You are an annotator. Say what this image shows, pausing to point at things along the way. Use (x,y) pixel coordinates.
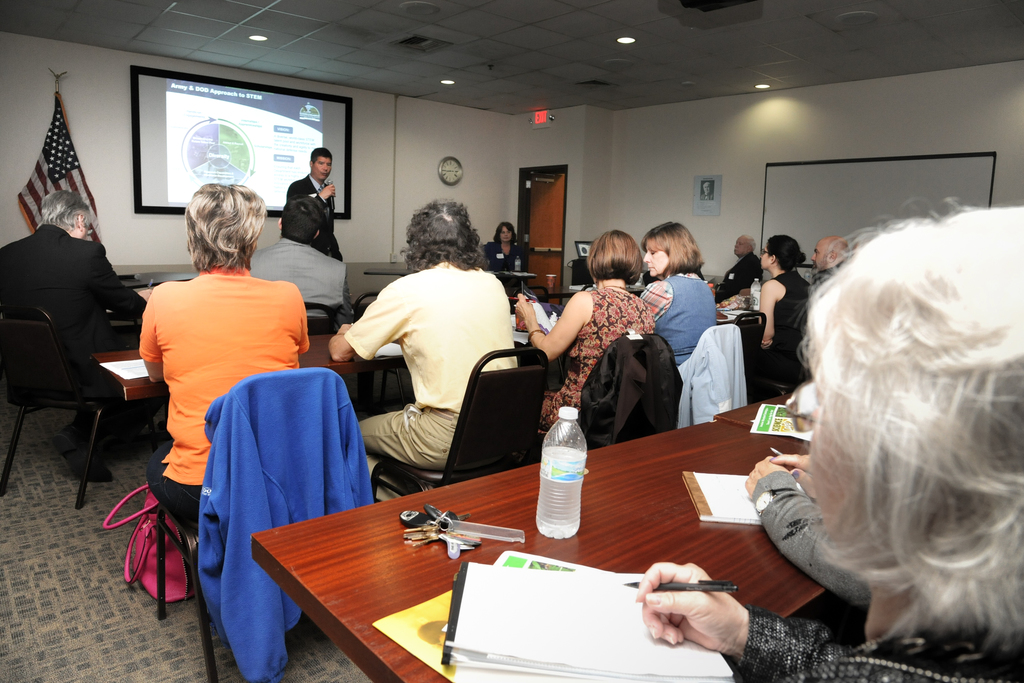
There are people (889,427) those who are sitting on the chairs (319,419) in front of tables (376,674) in the foreground area of the image (379,664), it seems like they are writing and there are lamps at the top side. There are projector screens (810,167), door (541,228), clock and a flag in the background area (208,124), there is a person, by holding a mic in his hand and there is a laptop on the desk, there is a lady (511,254) who is sitting in front of the desk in the background (497,251) and there are keys (453,530) and a water bottle (561,415) on the table (399,512).
